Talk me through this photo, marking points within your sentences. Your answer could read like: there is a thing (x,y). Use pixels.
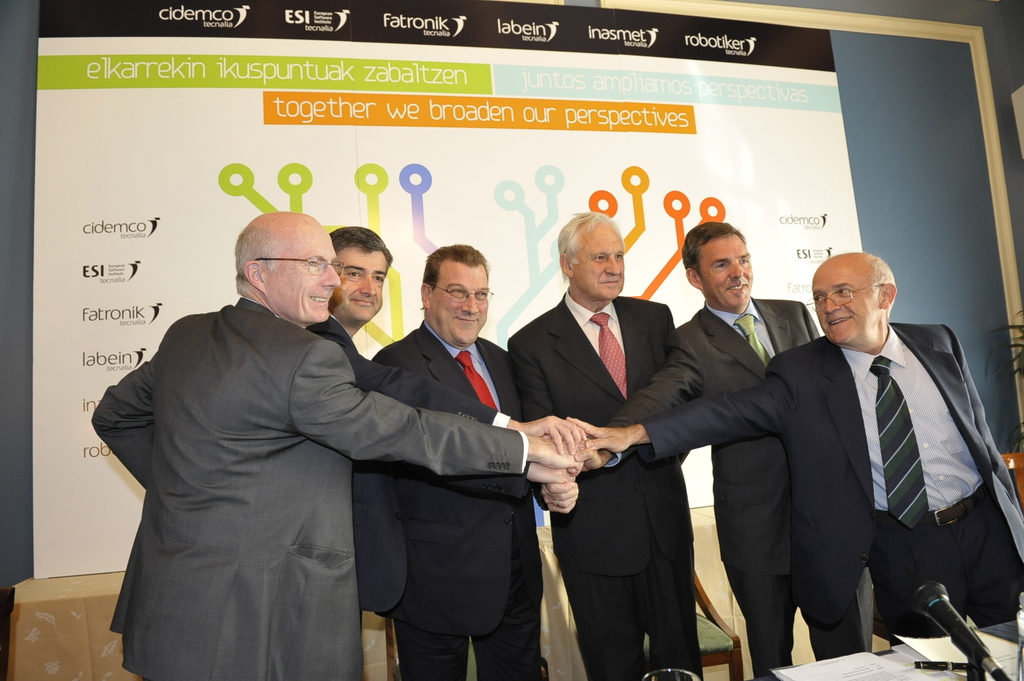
In the foreground of this image (741,368), there are few men (362,466) joining hands (567,473) at a point. At the bottom (948,634), there is a mic (951,625) and few papers (899,659). Behind them, there is a banner (689,90), wall (1000,93), plant (1016,371), table (73,615) and also there are chairs (729,634).
